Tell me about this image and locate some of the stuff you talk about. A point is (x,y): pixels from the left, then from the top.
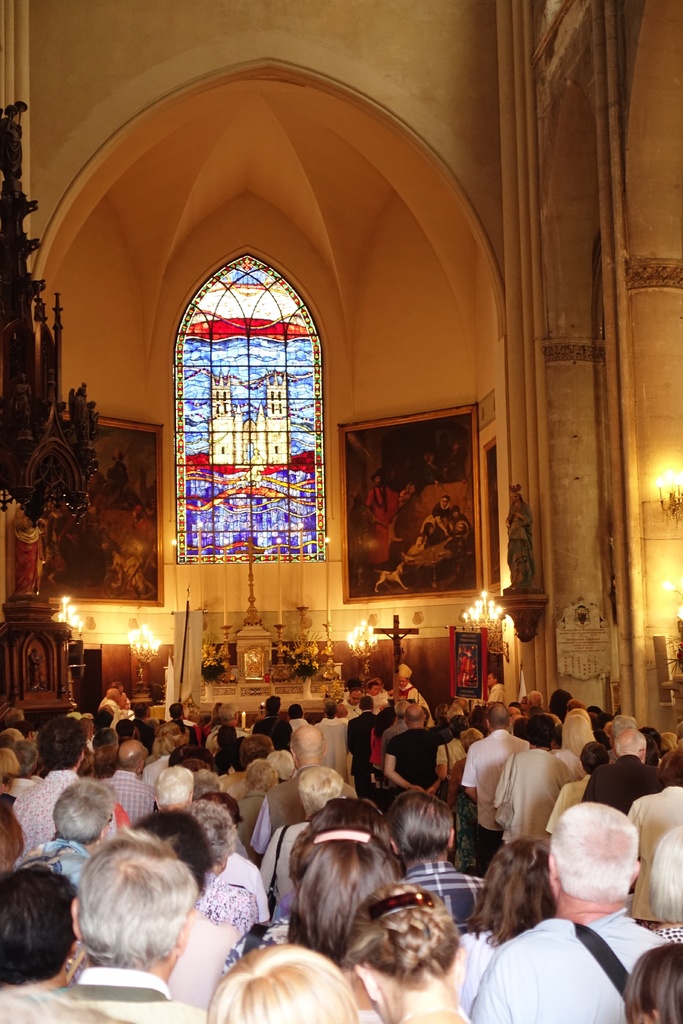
The picture is taken in a cathedral (592,176). At the bottom of the picture (328,783) there are people (287,876). In the center of the picture (314,634) there are flower vase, flowers (315,661), candles (328,659), cross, frames (377,596), sculptures (32,578) and other objects (456,650). At the top (200,130) there is a window (253,329) and wall (356,237).
